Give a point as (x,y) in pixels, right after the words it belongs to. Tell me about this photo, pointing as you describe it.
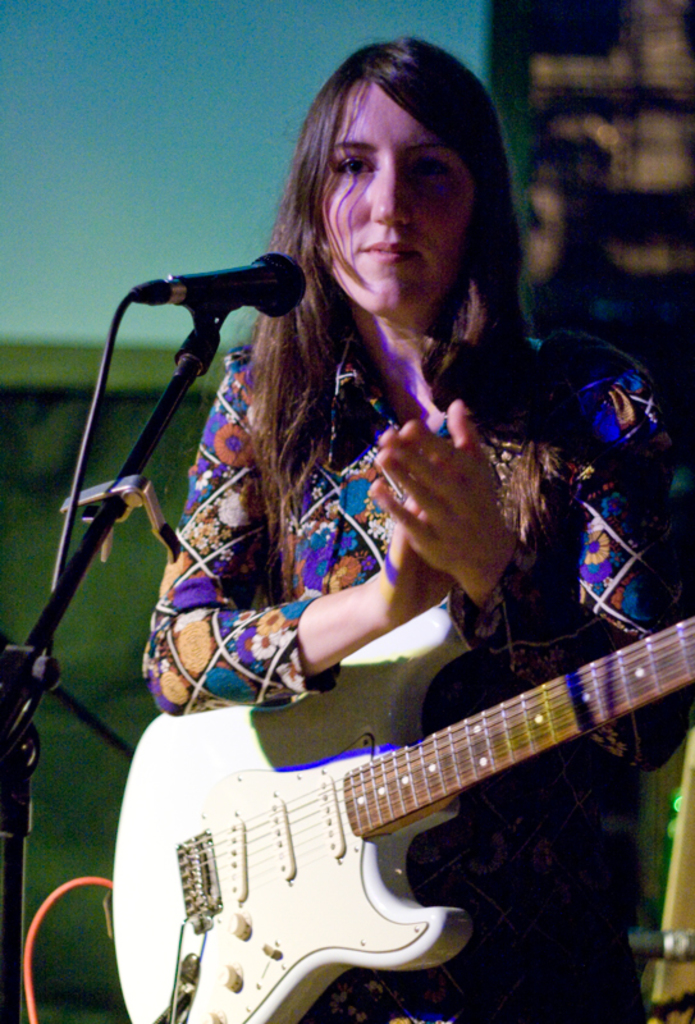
The woman (292,575) in the image is standing and holding a guitar (342,767). This is a mike (221,296) with the mike stand (136,464). She wore blue color dress (608,553).
